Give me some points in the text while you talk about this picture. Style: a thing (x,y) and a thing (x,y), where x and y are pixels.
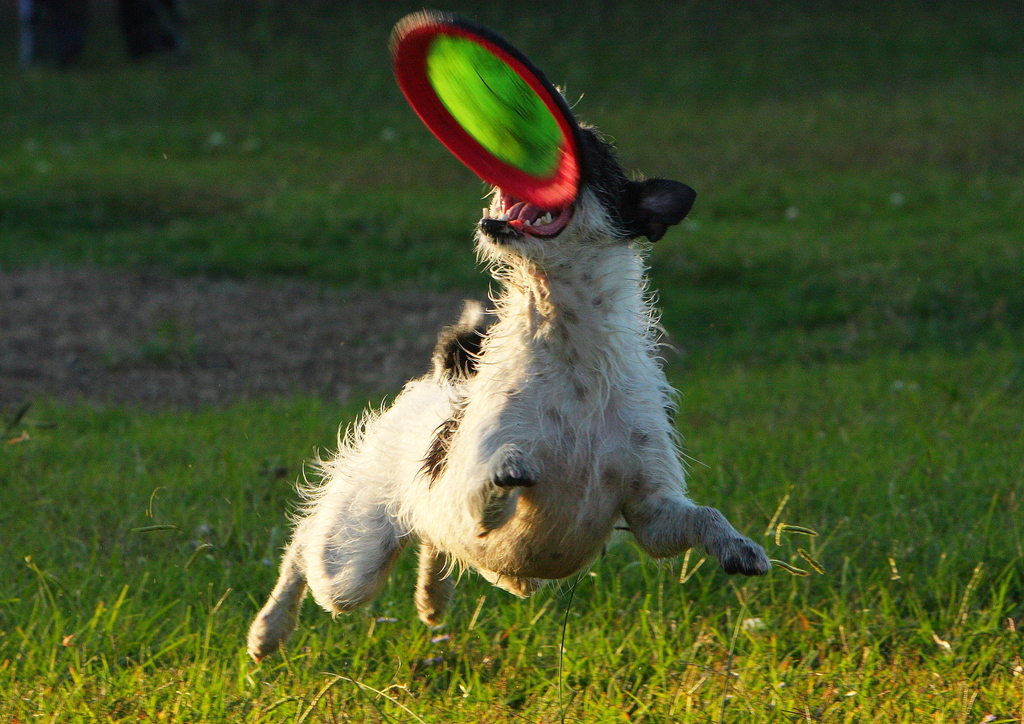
In this image there is a dog (525,466) jumping. In front of it there is a frisbee (484,104) in the air (387,117). It seems like it is jumping to hold the frisbee (533,200). There is grass (186,419) on the ground (232,407).
